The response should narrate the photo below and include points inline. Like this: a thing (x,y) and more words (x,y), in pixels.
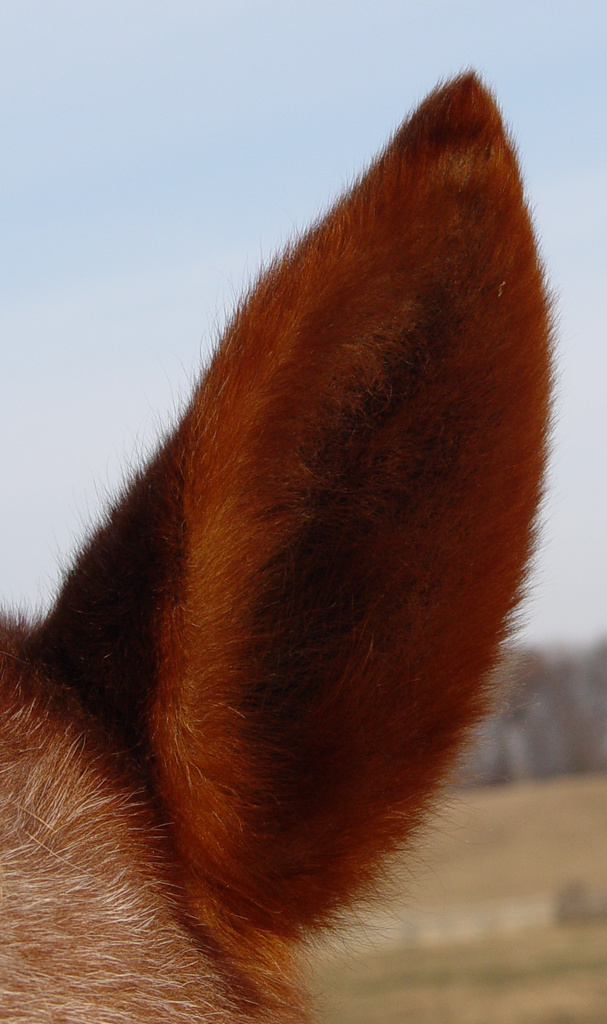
In this picture we can see an animal ear (399,219) and in the background (170,428) we can see the ground (485,791), sky (119,325) and it is blurry.
